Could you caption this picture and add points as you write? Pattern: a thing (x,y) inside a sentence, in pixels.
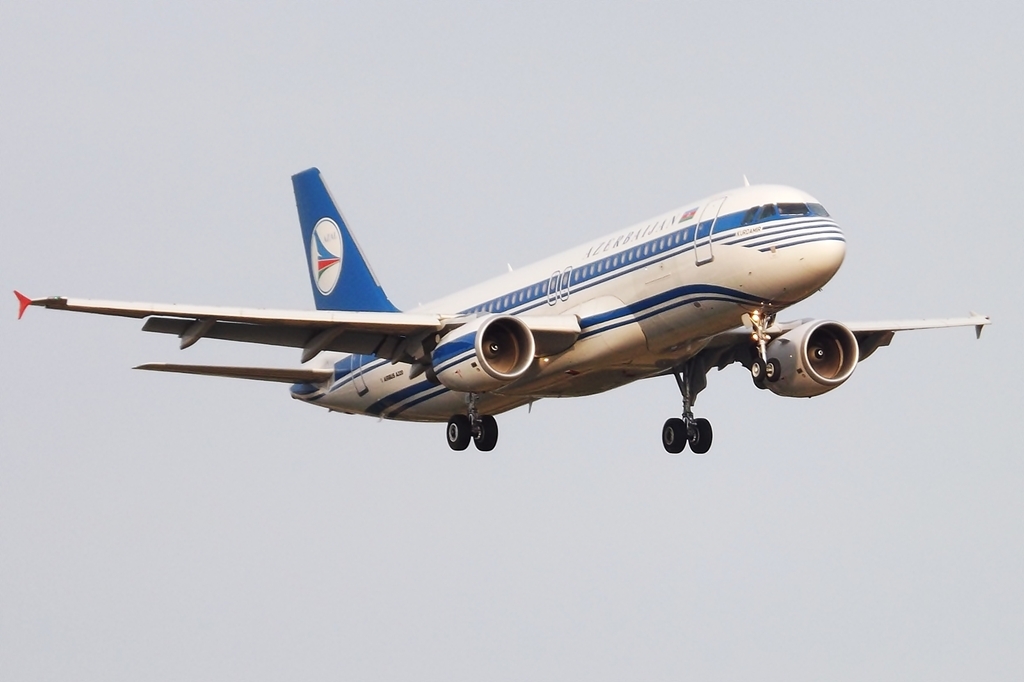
In the image there is an airplane (439,331) flying in the air (961,276) and above it is sky (562,87).
